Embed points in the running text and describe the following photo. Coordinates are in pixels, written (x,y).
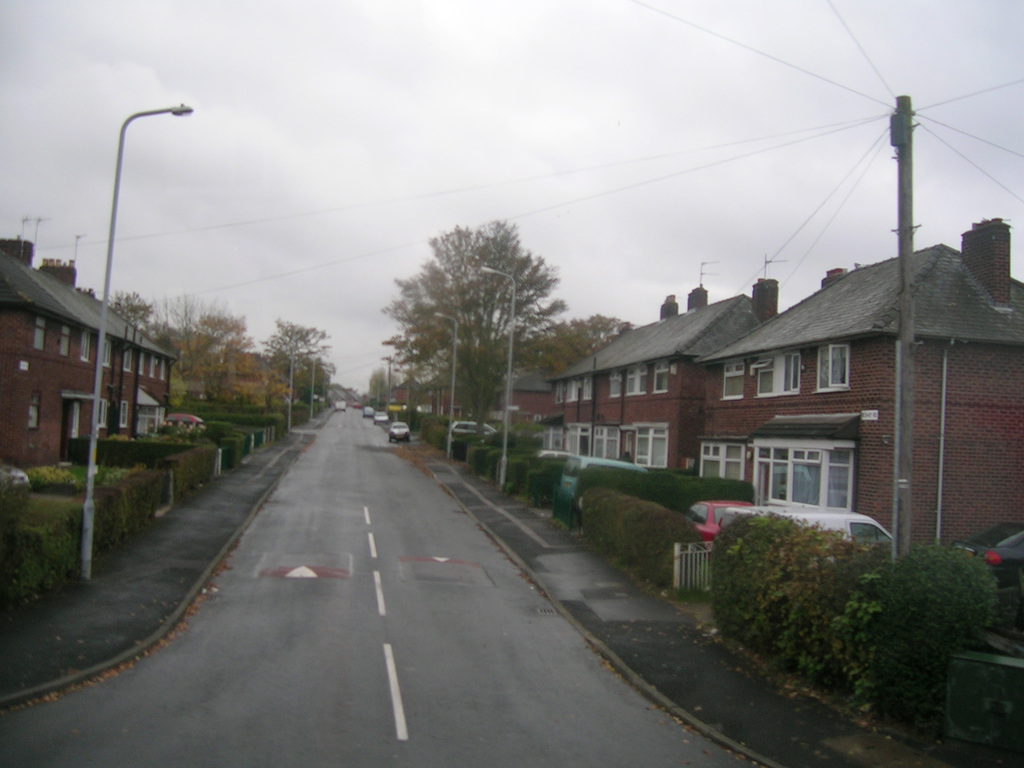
This picture is clicked outside. In the center (367,471) we can see the road (390,444) and we can see the vehicles (408,432). On both the sides we can see the houses (927,372), poles (901,294), lampposts (100,361) cables (846,191), plants (785,563), trees (466,376) and some other objects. In the background (586,70) we can see the sky (346,370) and the trees (398,355) and buildings (344,393).
